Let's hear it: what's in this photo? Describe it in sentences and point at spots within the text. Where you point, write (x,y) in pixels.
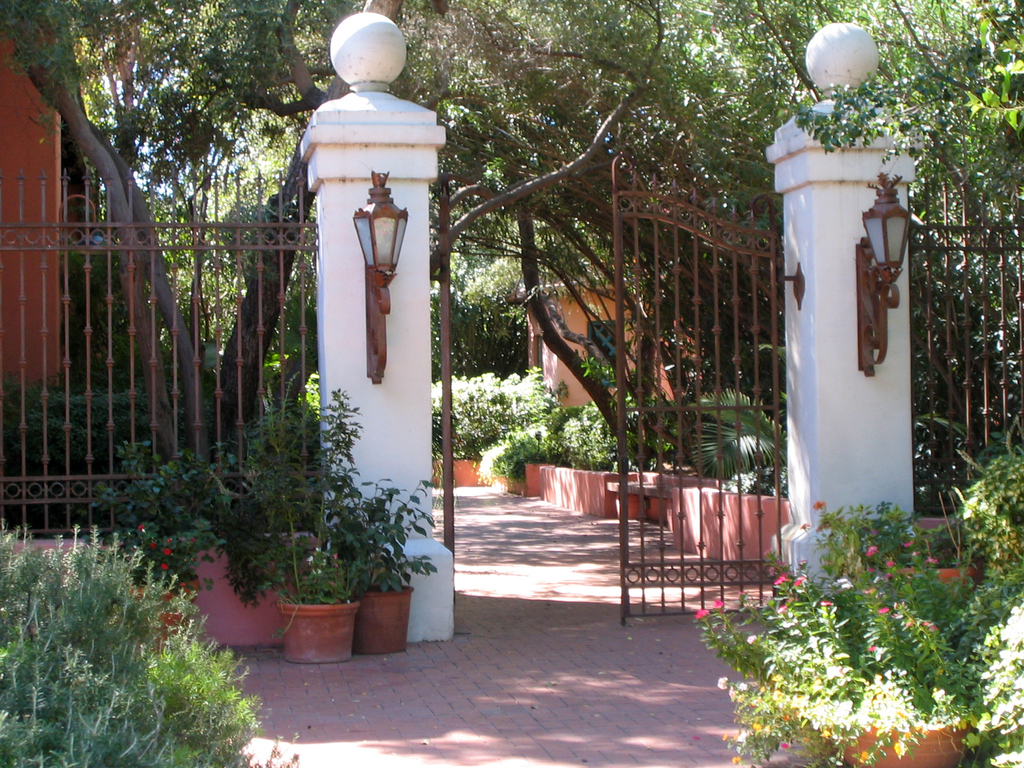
In this image we can see gate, fencing (85,331), lights (399,249), trees (586,255), plants (852,651), floor (377,688) and a sky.
